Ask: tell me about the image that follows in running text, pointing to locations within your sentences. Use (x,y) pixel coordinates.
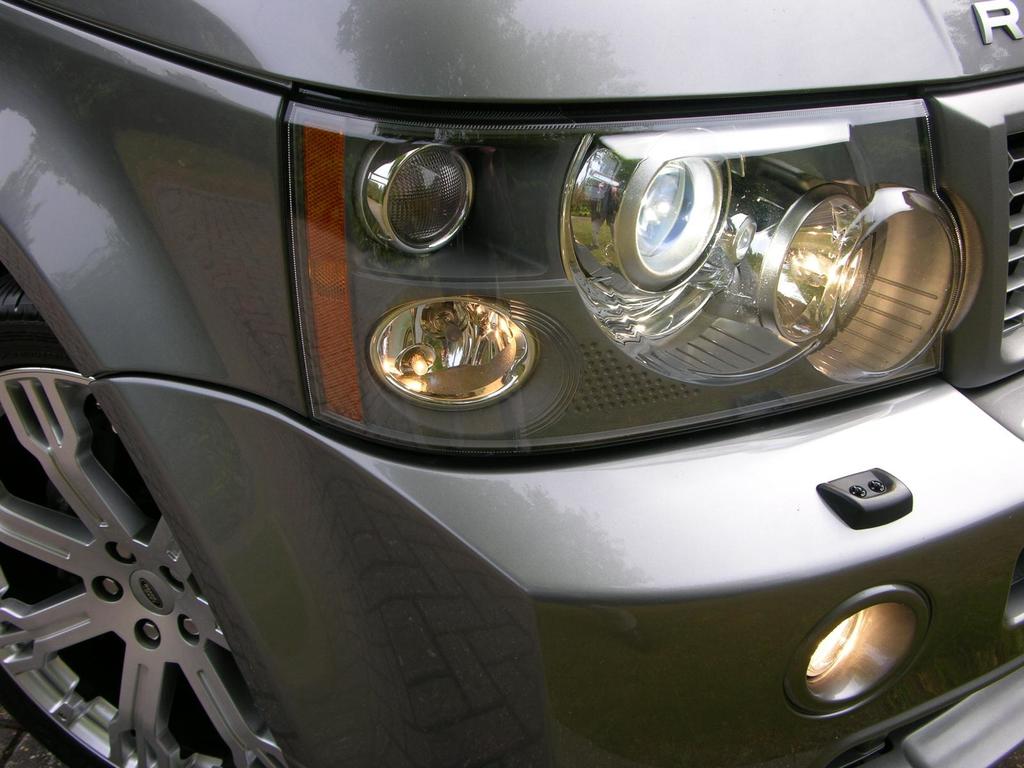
In this image, we can see a vehicle headlights (546,411) and wheel (132,587). Left side (17,759) bottom, we can see a floor (23,748).
